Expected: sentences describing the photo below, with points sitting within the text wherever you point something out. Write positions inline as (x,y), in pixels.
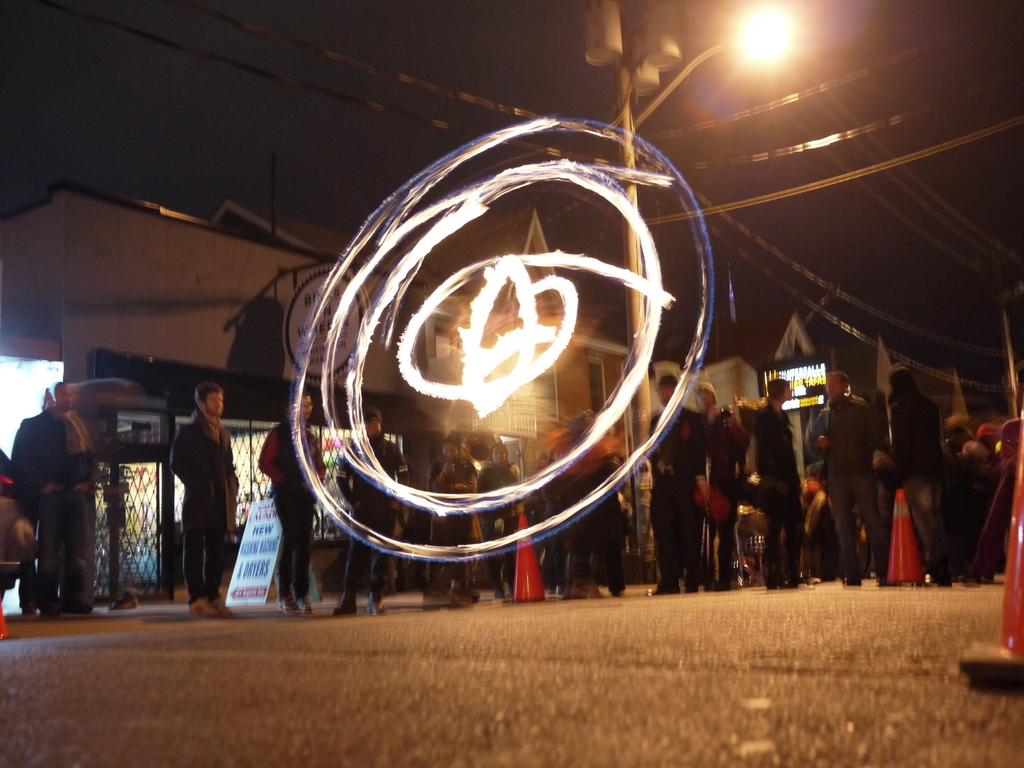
In this picture I can see the road (560,607) in front (502,745), on which there are number of people (933,460) standing and I can see few traffic cones (1009,587). In the middle of this picture (346,295) I can see the flame (480,294). In the background (257,355) I can see few buildings (147,356), a light pole (638,269) and number of wires (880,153). I see that this image looks like it is edited and it is dark on the top of this picture (326,143).
